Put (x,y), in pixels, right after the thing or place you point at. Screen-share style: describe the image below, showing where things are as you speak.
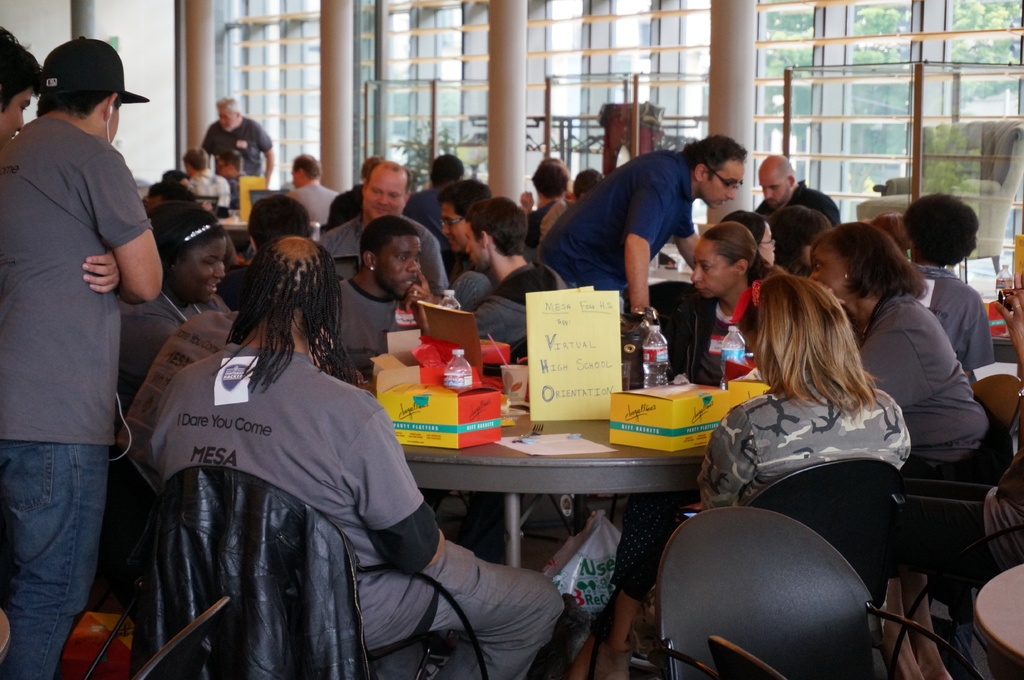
As we can see in the image there is a white color wall (153,67), window (426,58), few people (54,141) standing and sitting on chairs (865,612) and there is a table (519,464). On table (509,510) there is a box (652,427), paper (575,444), poster (559,405) and a bottle (458,372).
